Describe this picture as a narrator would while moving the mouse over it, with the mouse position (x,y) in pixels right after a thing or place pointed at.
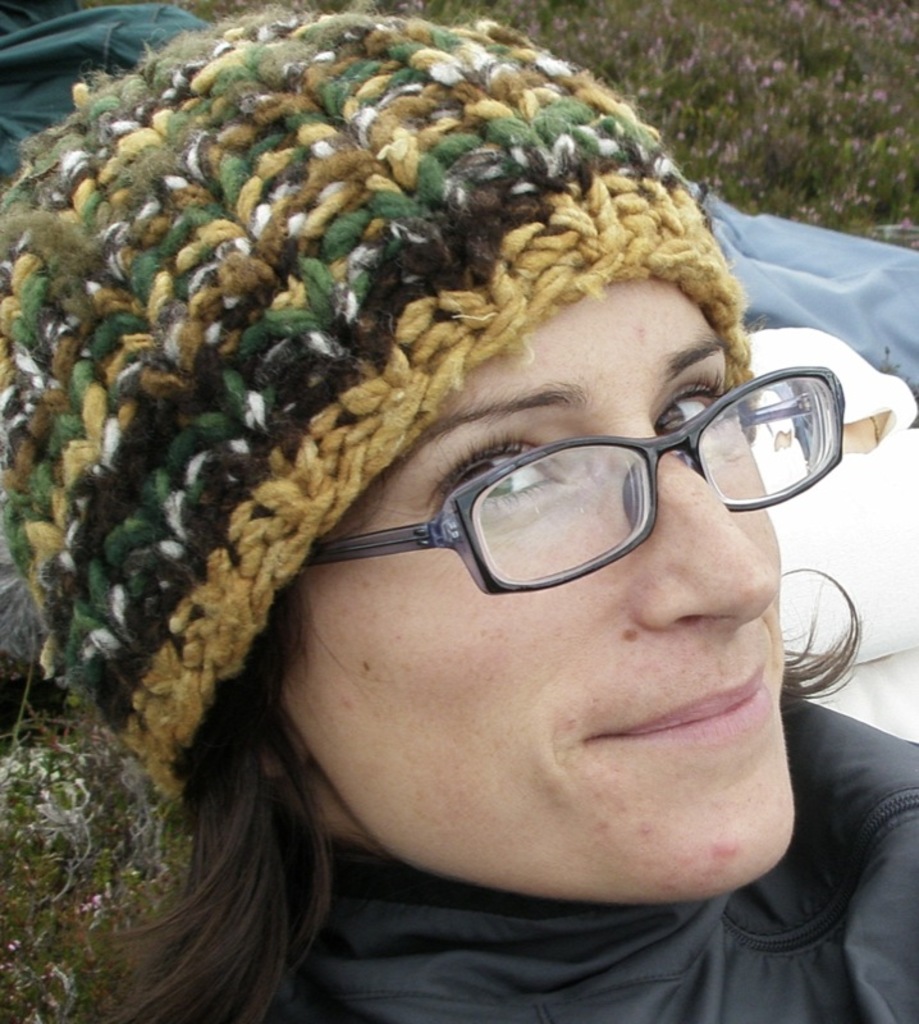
In this image there is a face (436,709) of a girl (475,748) who is wearing the spectacles (505,521) and a cap (322,326). In the background (721,138) there are small plants (752,91) with the flowers (740,67). At the bottom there are clothes (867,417).
